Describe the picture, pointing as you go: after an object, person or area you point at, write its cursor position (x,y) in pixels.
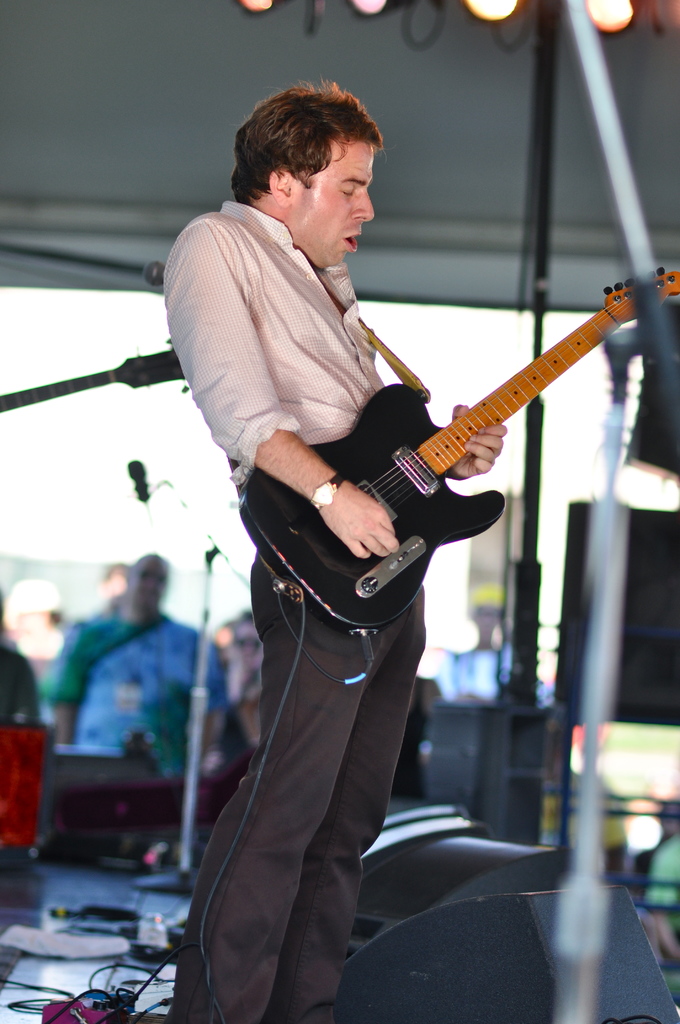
In the image we can see there is a man (243,865) who is holding a guitar (431,497) in his hand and at the background (216,695) the image is blur.
